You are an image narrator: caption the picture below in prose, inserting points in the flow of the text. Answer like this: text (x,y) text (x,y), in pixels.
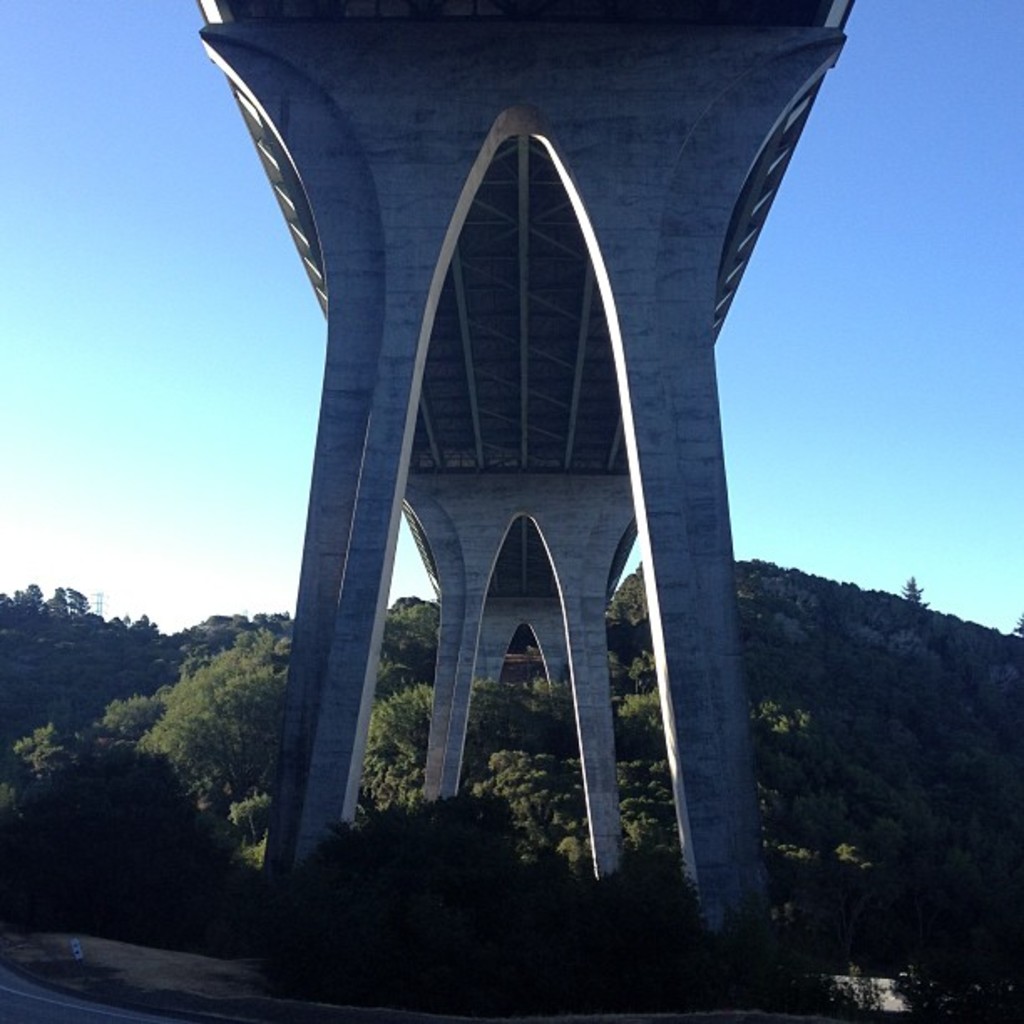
In this picture we can see a bridge (627,484), in the background (573,873) there are some trees (260,742), we can see pillars (364,601) in the front (373,580), there is the sky (885,268) at the top of the picture (914,228).
